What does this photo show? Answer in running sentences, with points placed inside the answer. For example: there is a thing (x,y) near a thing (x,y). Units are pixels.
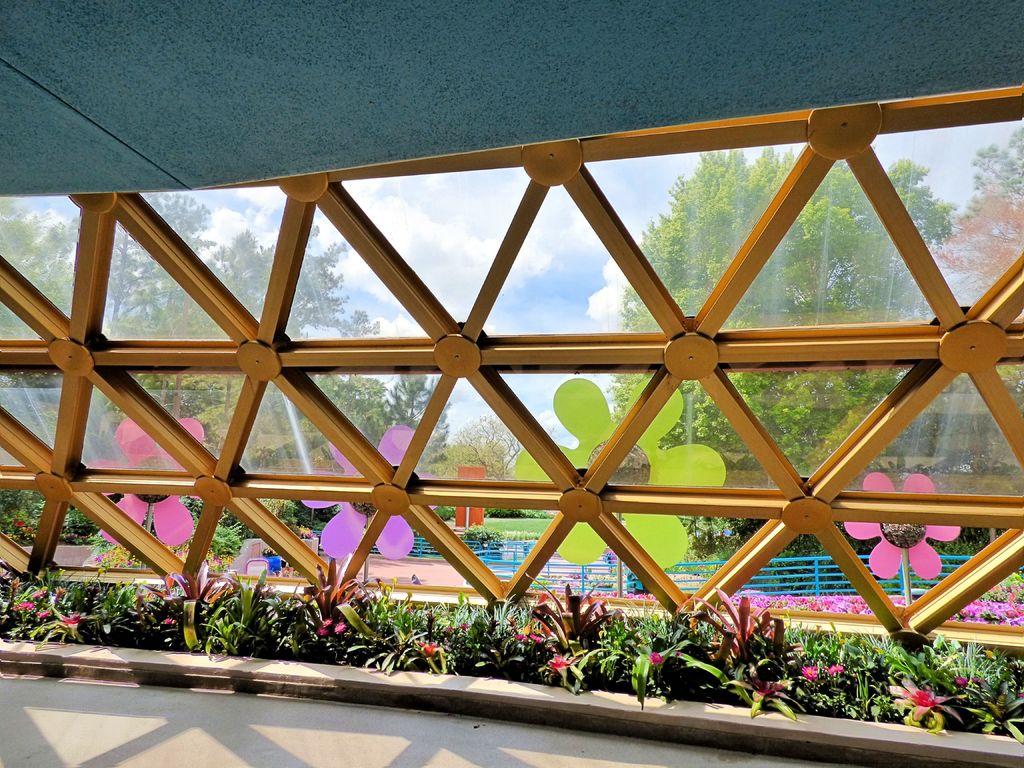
In this image, we can see some green color plants (547,632) and there is a yellow color glass frame (994,338), in the background (770,287) there are some green color plants (770,287) and there is a sky (539,264).
